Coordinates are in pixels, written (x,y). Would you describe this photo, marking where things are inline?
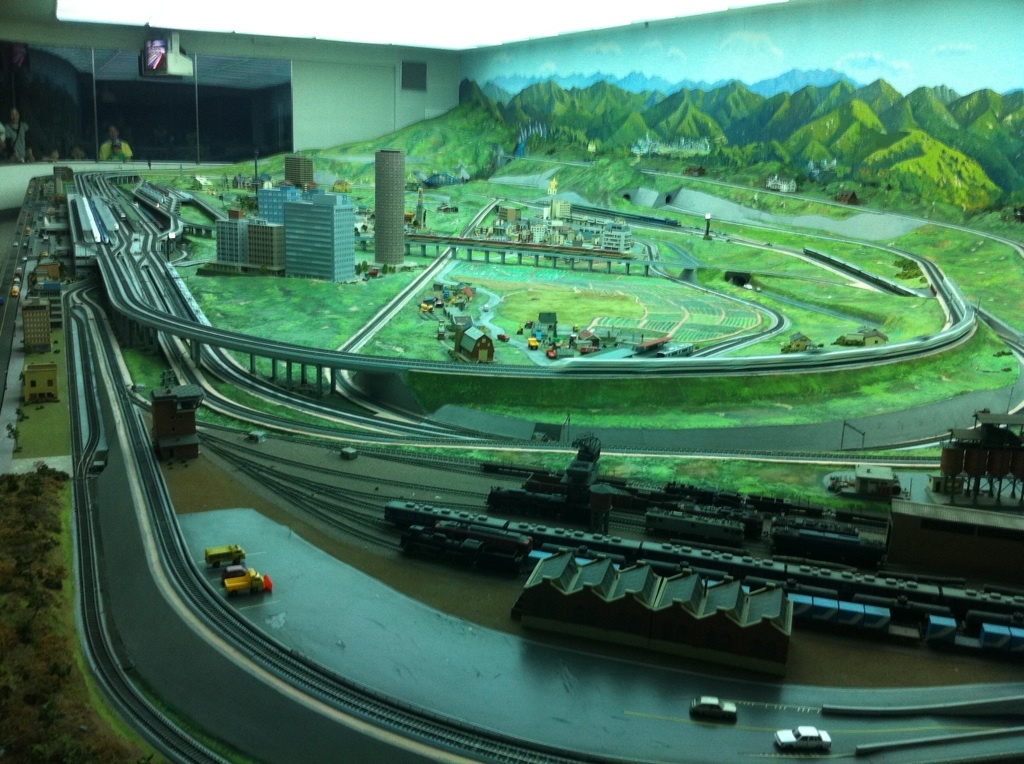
In this picture we can see vehicle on the road (319,624), beside these vehicles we can see trains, here we can see a bridge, buildings (543,590), houses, trees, mountains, sky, wall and some objects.
